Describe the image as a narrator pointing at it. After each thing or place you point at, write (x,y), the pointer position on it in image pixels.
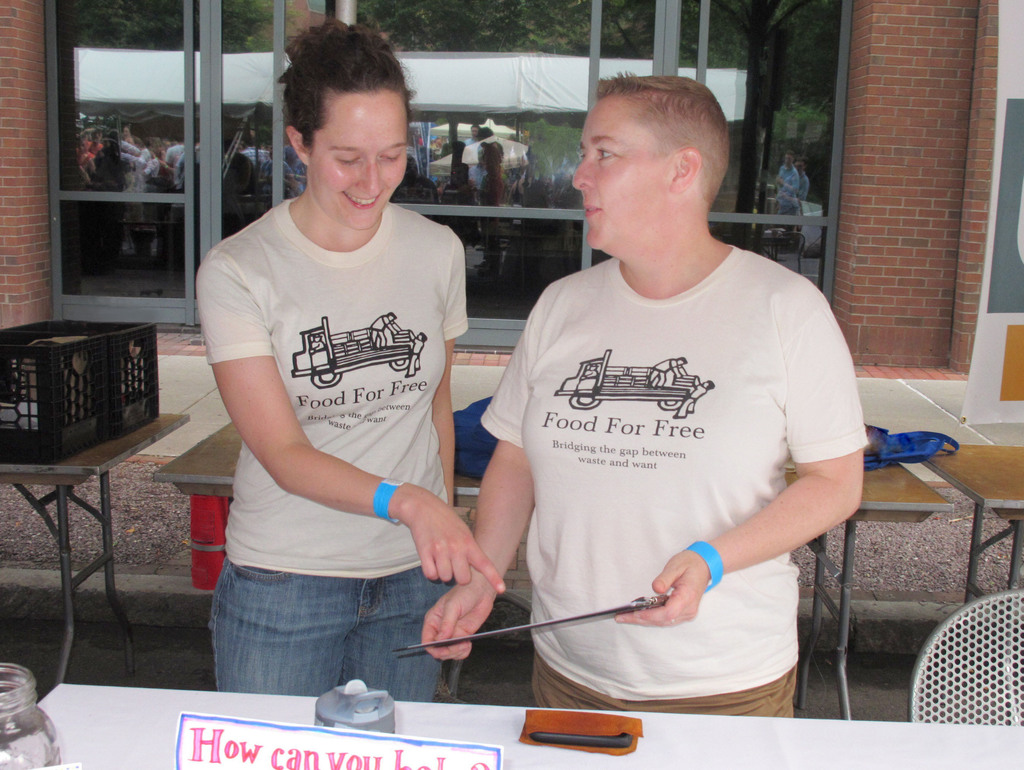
These two persons (306,401) are standing and wore a cream color t-shirt (631,409). In-front of this person's (311,328) there is a table (174,718), on a table (132,727) there is a mobile (626,748), board (266,724) and jar (14,717). Backside of this person's (370,482) there are tables (49,484), on this table (64,483) there is a basket (130,392). This is a building (865,195) with window (606,72). On this window (533,119) there is a reflection (370,22) of persons (143,143) and trees (529,28).
